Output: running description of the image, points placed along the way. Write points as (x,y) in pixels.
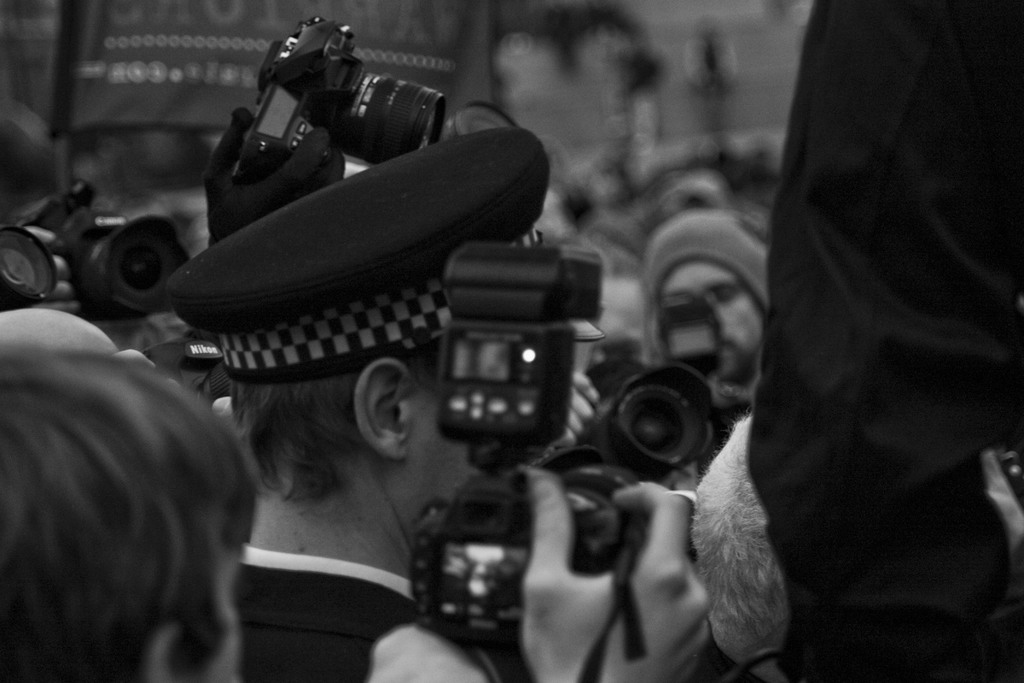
In this image I see people (811,169) and most of them are holding cameras (484,315) in their hands (653,664) and I see a person (259,640) who is wearing a cap (542,156).
